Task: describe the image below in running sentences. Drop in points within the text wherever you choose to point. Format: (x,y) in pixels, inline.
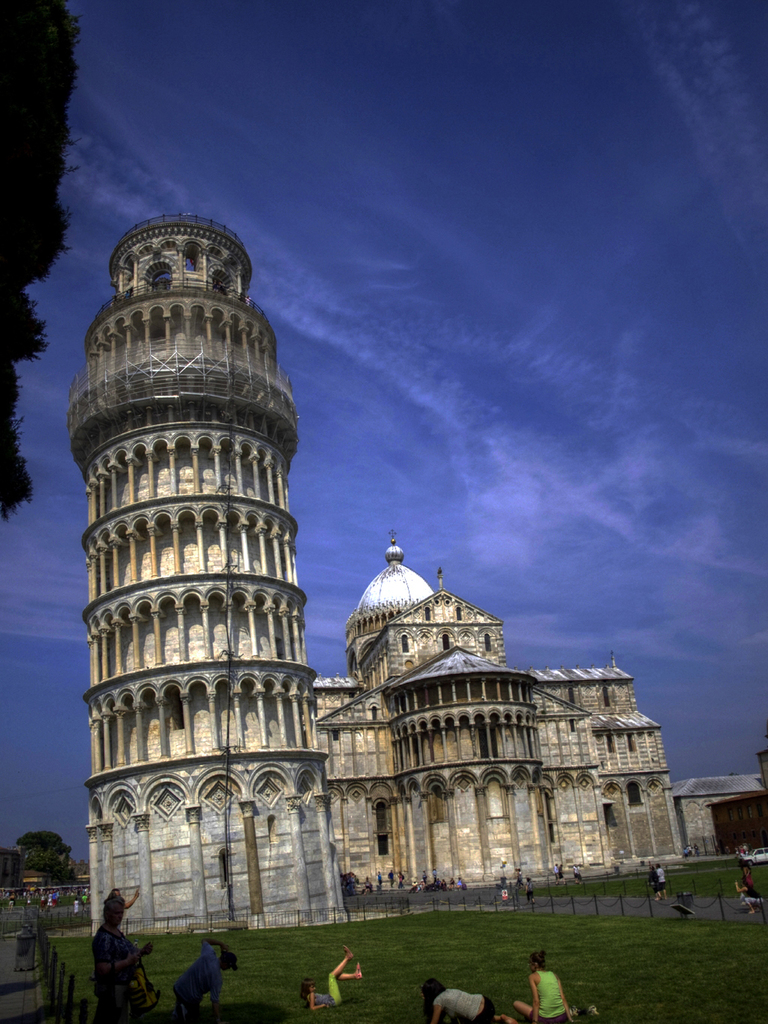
In this picture we can see buildings (157,857) with windows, fence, trees (46,850) and a group of people (212,982) on the ground (359,907) and in the background (15,837) we can see the sky (495,525) with clouds (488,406).
